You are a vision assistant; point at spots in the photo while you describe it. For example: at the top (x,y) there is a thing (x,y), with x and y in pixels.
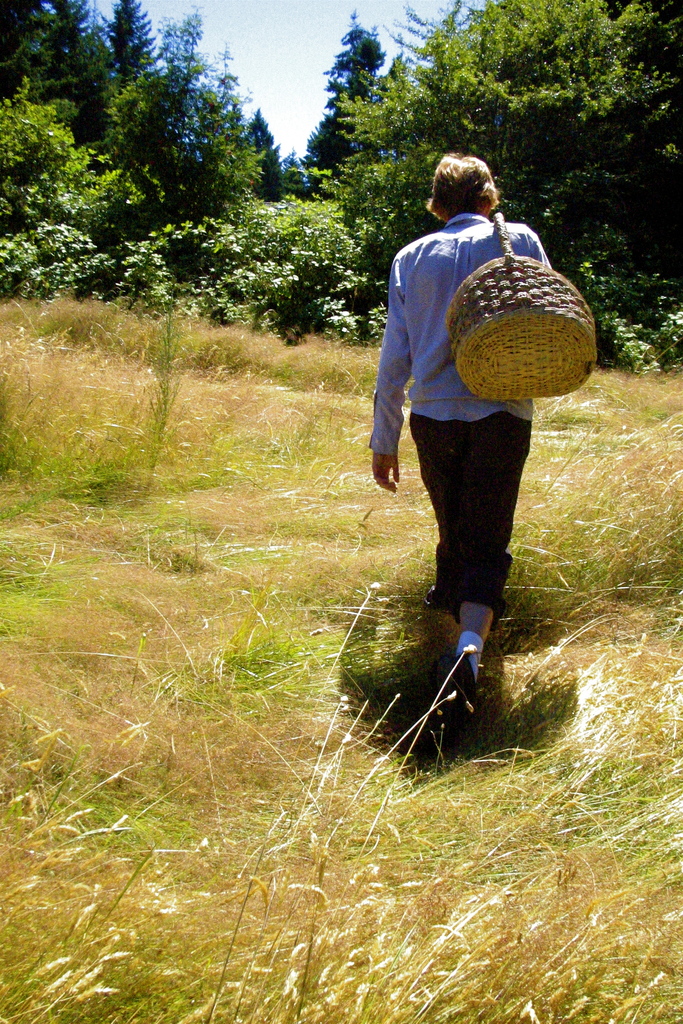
In this picture there is a person (494,512) standing on a greenery ground (514,546) and carrying an object (491,325) and there are trees (332,172) in the background (335,99).
